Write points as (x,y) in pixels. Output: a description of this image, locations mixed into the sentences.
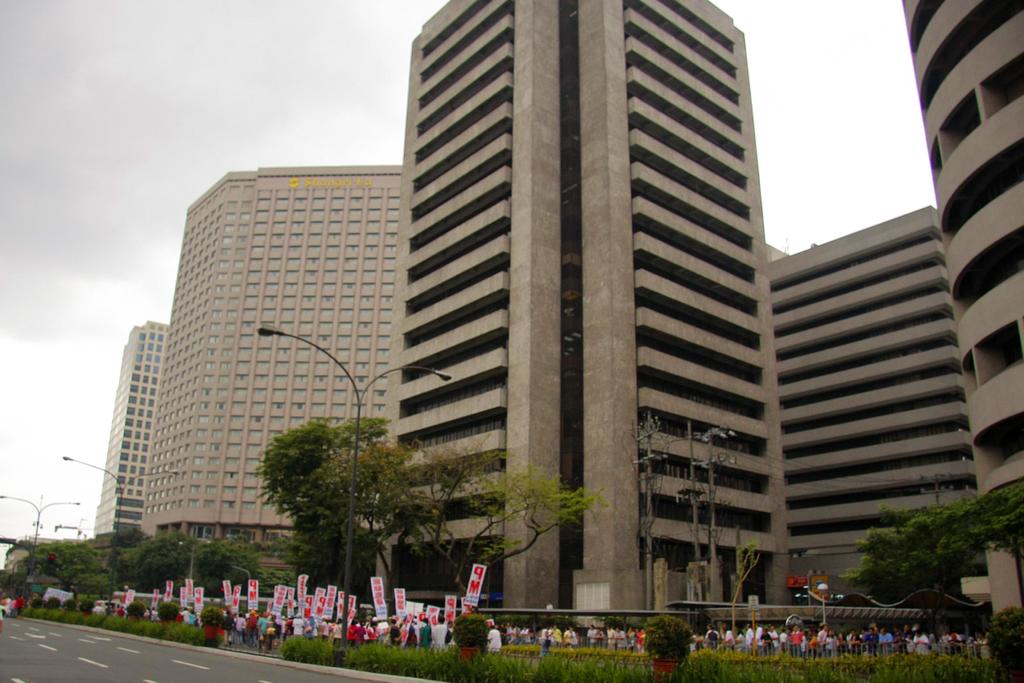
In this image, we can see some buildings (779,275). There are some trees (176,571), plants (591,667) and street poles (37,509) beside the road (111,637). There is a crowd (524,626) at the bottom of the image (542,631). In the background of the image (407,96), there is a sky (797,208).
